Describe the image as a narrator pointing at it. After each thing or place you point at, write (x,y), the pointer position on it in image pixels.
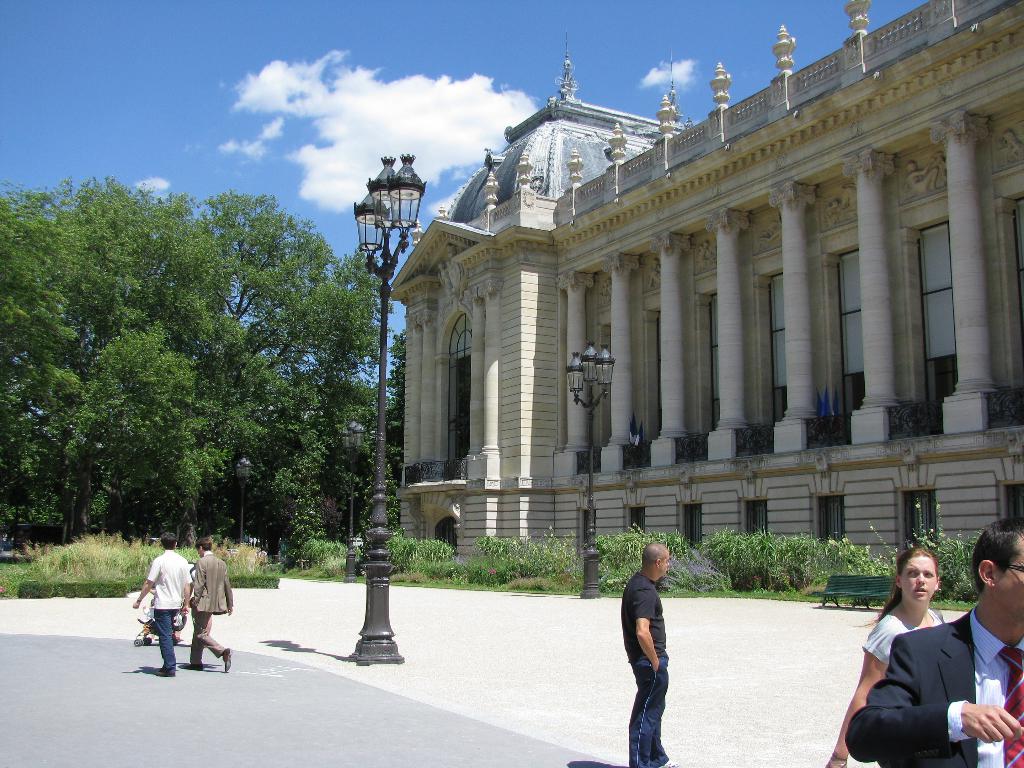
In this image I see a building (596,213) over here and I see few light poles (377,600) and I see the path (55,609) on which there are few people (912,573) and I see a bench (851,590) over here and I can also see number of plants (503,569). In the background (5,401) I see the trees (262,456) and the clear sky (252,117).
